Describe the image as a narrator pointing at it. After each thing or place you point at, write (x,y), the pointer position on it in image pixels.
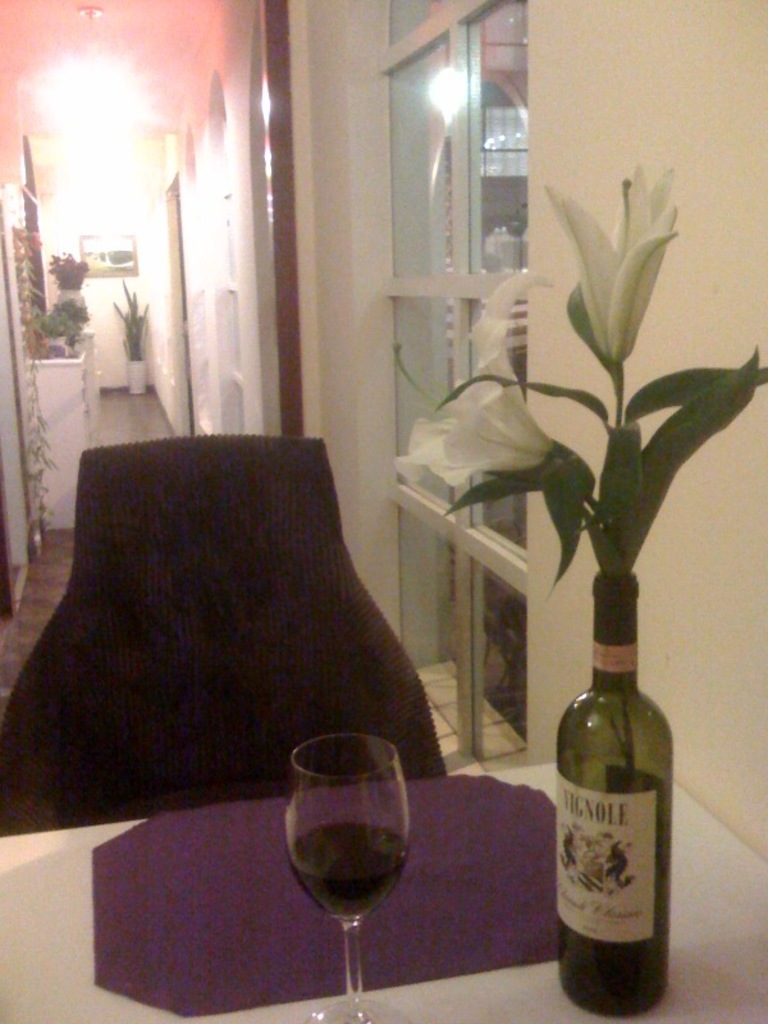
In this image, There is a table (453,1002) which is in white color and on that table (27,942) there is a bottle (581,936) which is in green color and there is a glass (365,848), There is a chair (259,588) which is in black color, In the background (645,122) there is a wall (657,110) in white color and there is a glass window (422,204) and in the top (81,107) there is a light (96,93) in white color.
